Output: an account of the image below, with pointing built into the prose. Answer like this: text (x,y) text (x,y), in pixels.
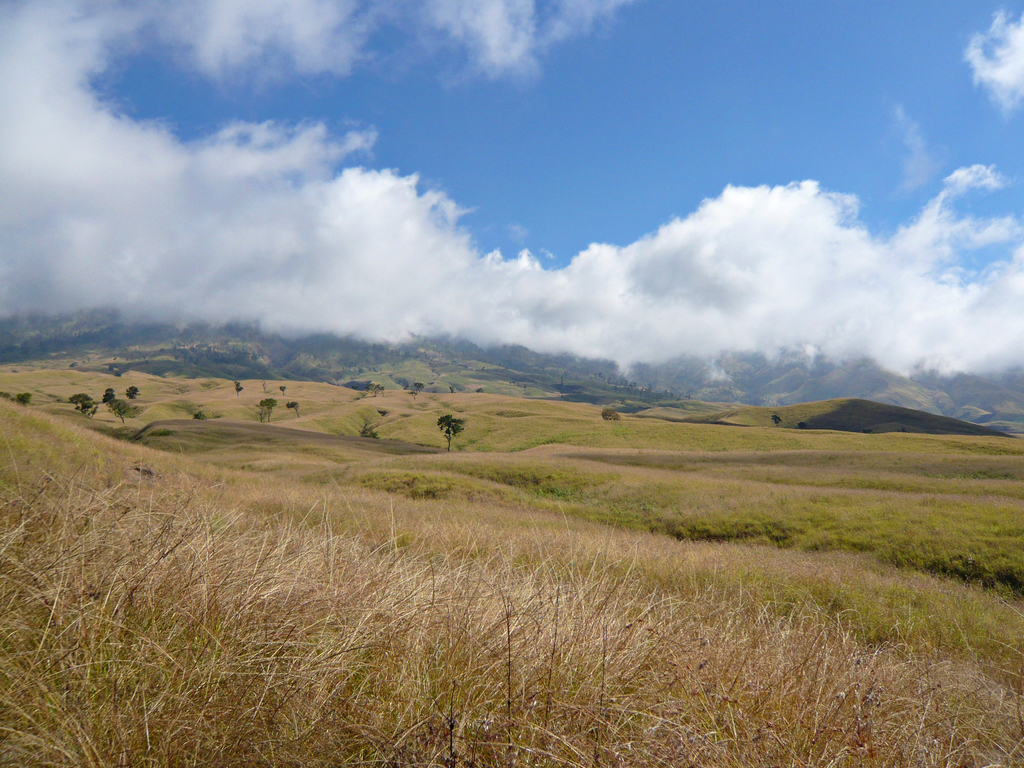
In this picture we can observe some dried grass (391,620) on the land (366,495). There are some trees (457,429). In the background (800,421) there are hills (769,369) and a sky (544,178) with some clouds (405,297).
